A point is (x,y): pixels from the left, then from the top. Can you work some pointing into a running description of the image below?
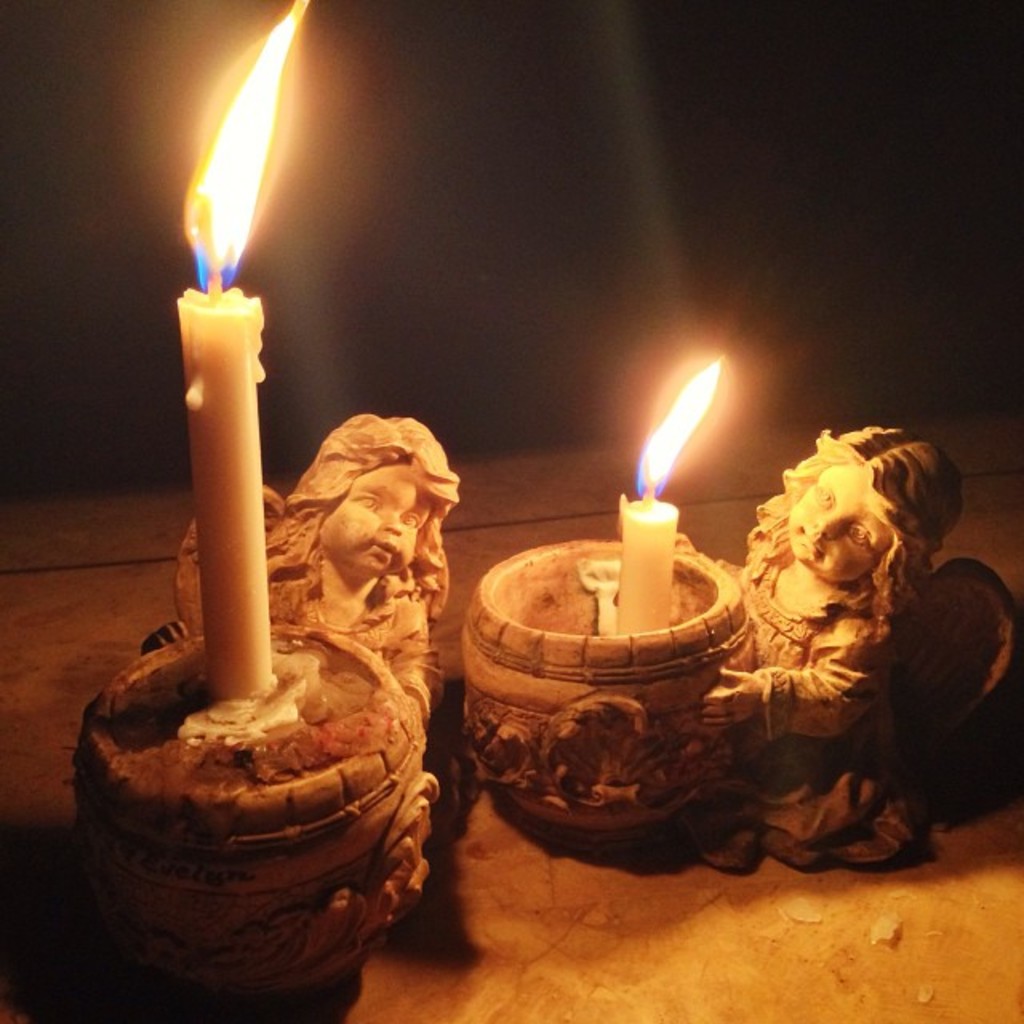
There are two statue candle holders (520,608) are present on the surface (682,933) as we can see at the bottom of this image (730,878).
